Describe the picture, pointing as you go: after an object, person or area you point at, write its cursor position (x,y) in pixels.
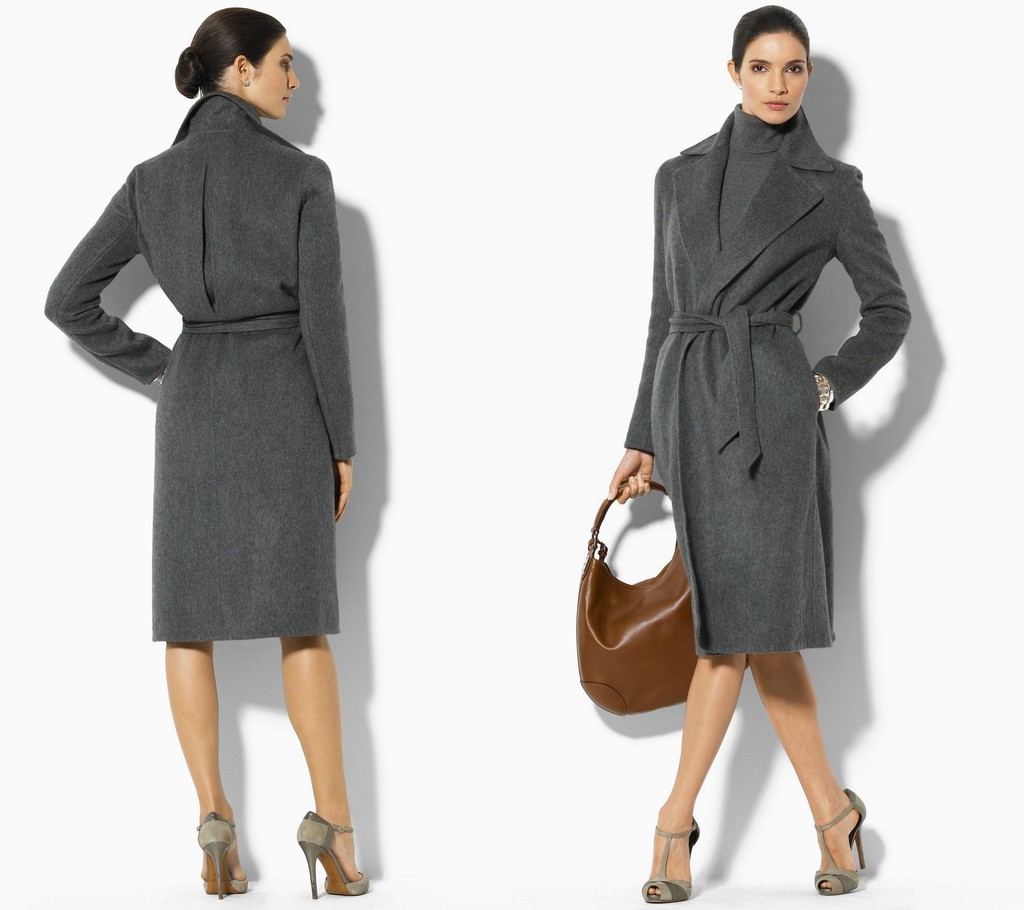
In this image I can see two persons (180,436) wearing grey color dress (230,418) and one person (779,621) holding the brown color bag (641,588). And there is a white background (426,657).
